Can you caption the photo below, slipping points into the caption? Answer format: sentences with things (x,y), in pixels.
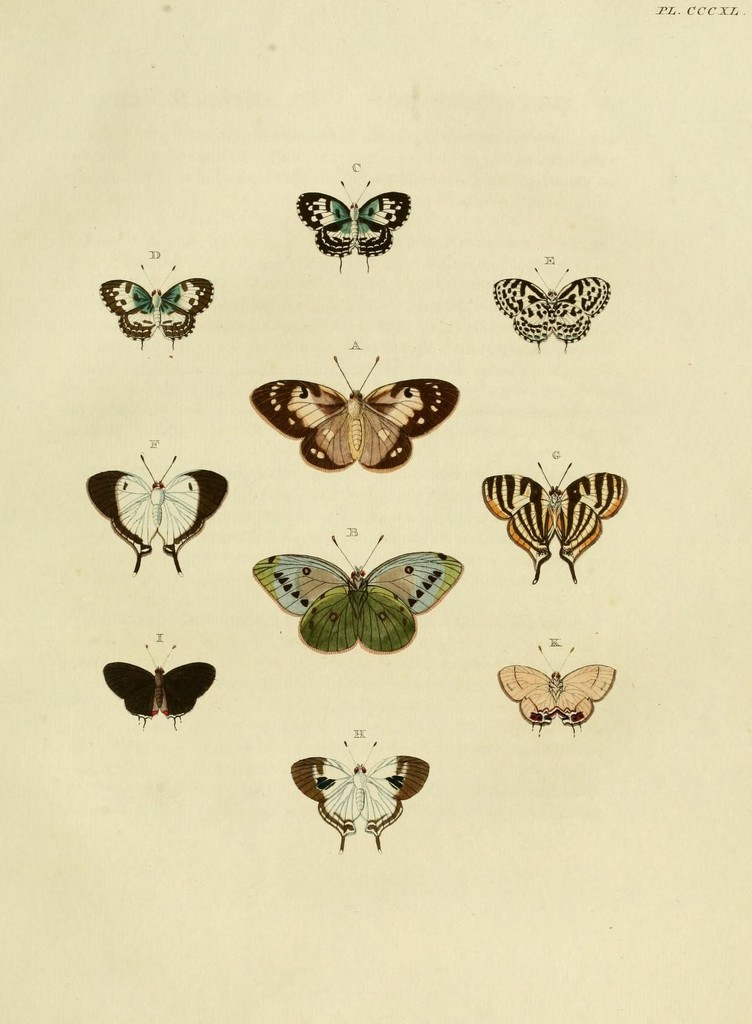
In the image there are different pictures (333,225) of butterflies (370,426).
